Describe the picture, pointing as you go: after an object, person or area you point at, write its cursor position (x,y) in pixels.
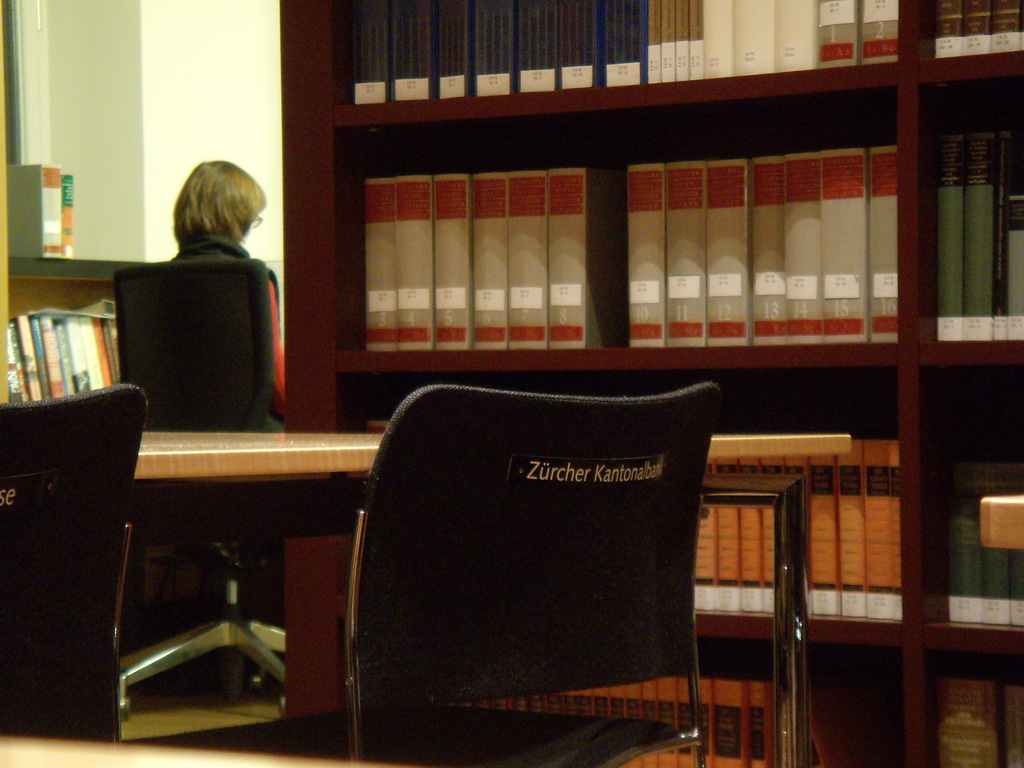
In this picture we can see a person (226,207) who is sitting on the chair (227,367). This is table (226,459). These are the chairs (496,654). And here this is the rack (940,363). We can see some files (757,267) in the rack (347,309). This is the wall (189,126) and these are the books (61,361).
